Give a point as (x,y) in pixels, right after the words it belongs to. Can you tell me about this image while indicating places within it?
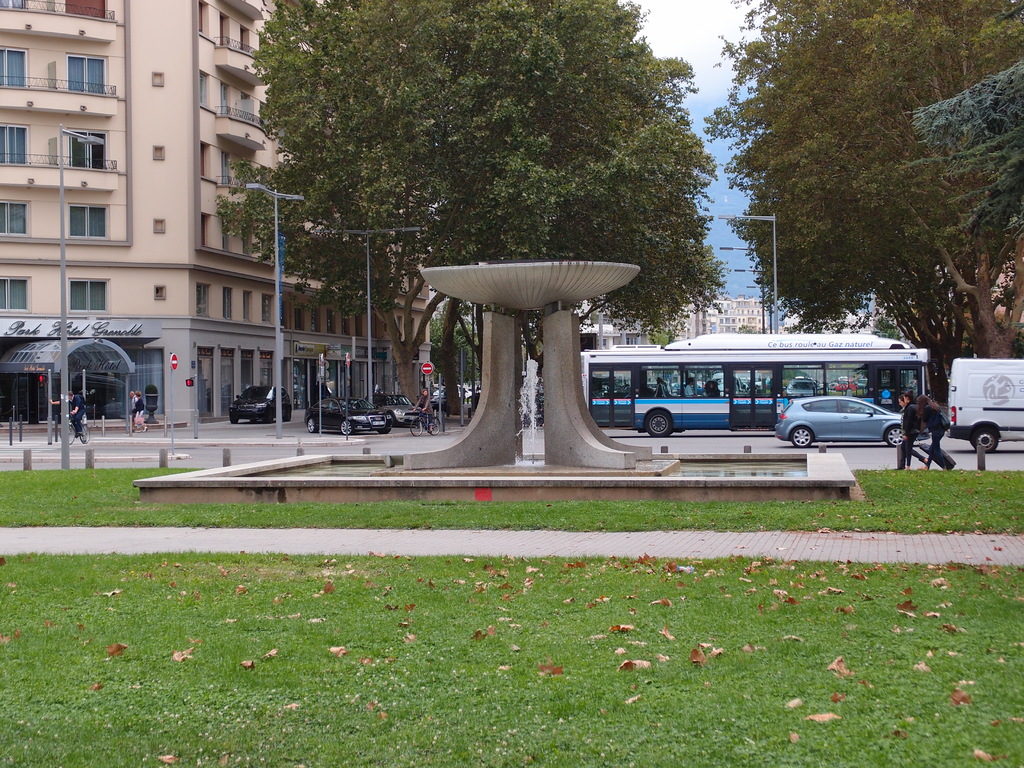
In this picture I can see there is a walkway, a fountain (516,450) and there is grass (4,680) on the floor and there are few vehicles (707,417) moving on the road (706,445) and there is a building (101,254) on the left (106,189) and there are trees (828,212) and street light poles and the sky (716,46) is cloudy.
